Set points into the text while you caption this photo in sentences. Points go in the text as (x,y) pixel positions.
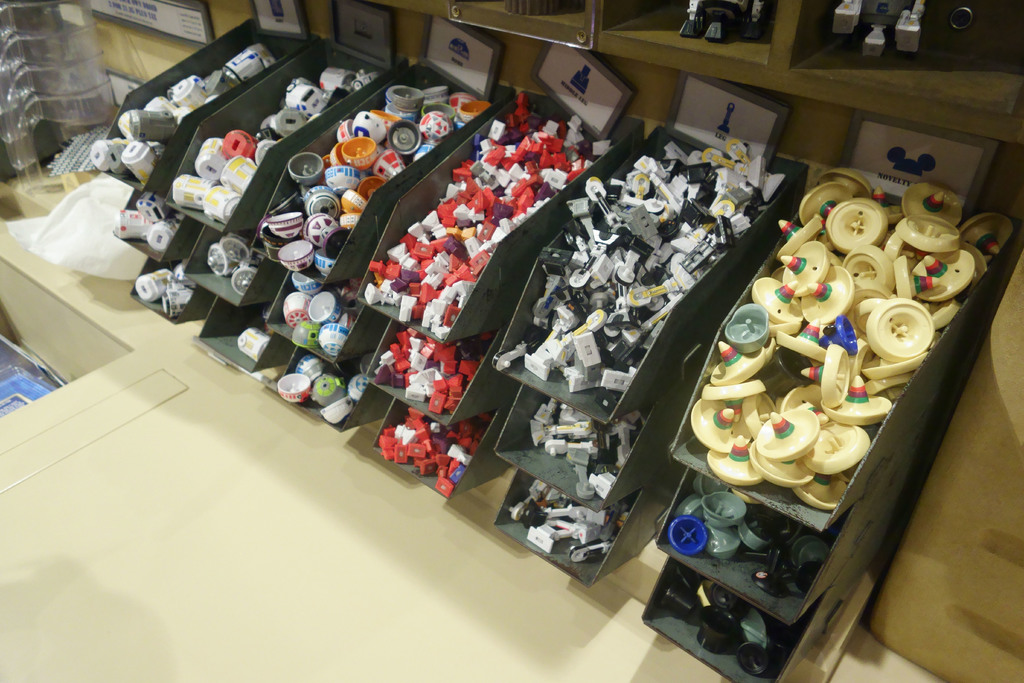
In this image we can see some things (535,442) placed in a shelves (254,203).
